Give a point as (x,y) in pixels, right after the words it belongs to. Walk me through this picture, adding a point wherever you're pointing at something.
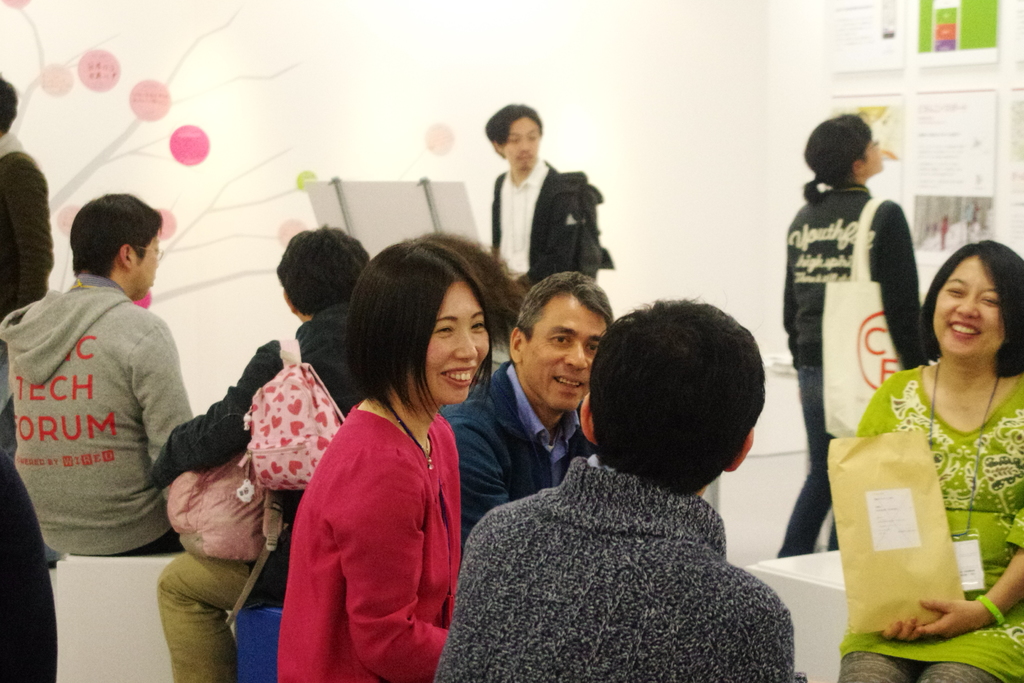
In this image in front (748,637) there are a few people (613,391) sitting on the benches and they were smiling. Behind them there are a few other people (531,240). In the background of the image (987,38) there are posters (930,41) attached to the wall (794,76) and we can also see the painting (174,259) on the wall (488,233).
